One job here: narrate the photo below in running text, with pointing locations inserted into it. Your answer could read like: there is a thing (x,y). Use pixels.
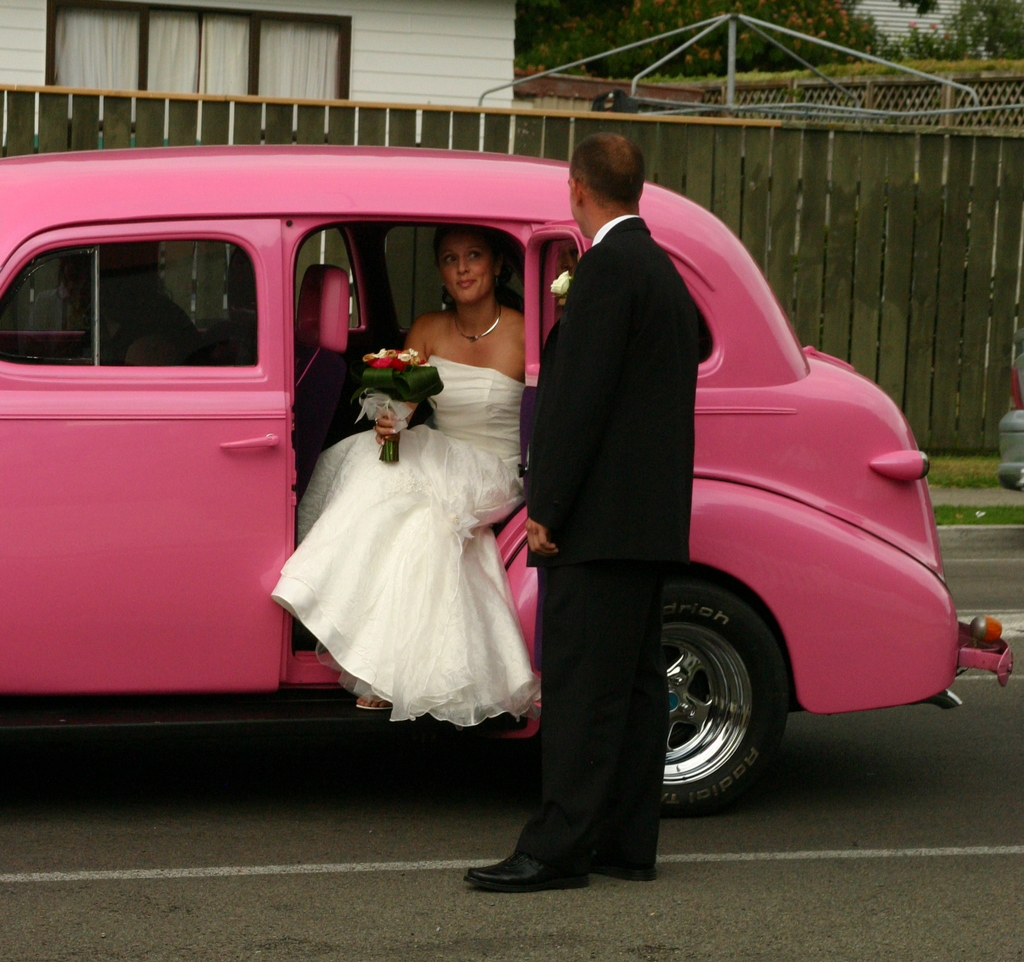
In this picture we can see a pink color car (16,177) in which there is a lady (484,321) in white gown (451,408) and have a bouquet (394,376) in her hand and a guy (602,405) standing outside the car (716,272).
